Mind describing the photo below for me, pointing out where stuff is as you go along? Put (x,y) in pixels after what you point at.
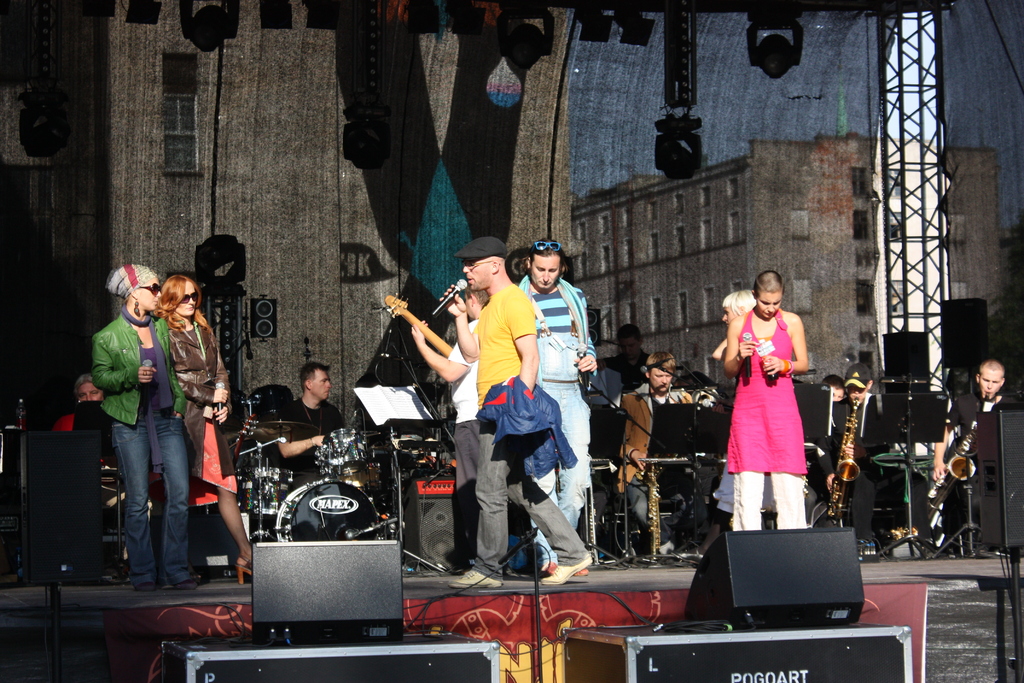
This picture is clicked in a musical concert. Man (489,334) in yellow t-shirt (494,333) is holding microphone (446,295) in his hand (457,305) and singing on it. Beside him, man (455,384) in white t-shirt (460,396) is holding guitar (404,312) and playing it and behind them, we see man (313,412) in black shirt (312,412) is playing drums (278,439) and on the right corner of the picture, we see two men (969,413) playing saxophone (853,459). Woman (798,425) in pink shirt (752,393) is holding microphone (745,366) in her hand (743,350).
